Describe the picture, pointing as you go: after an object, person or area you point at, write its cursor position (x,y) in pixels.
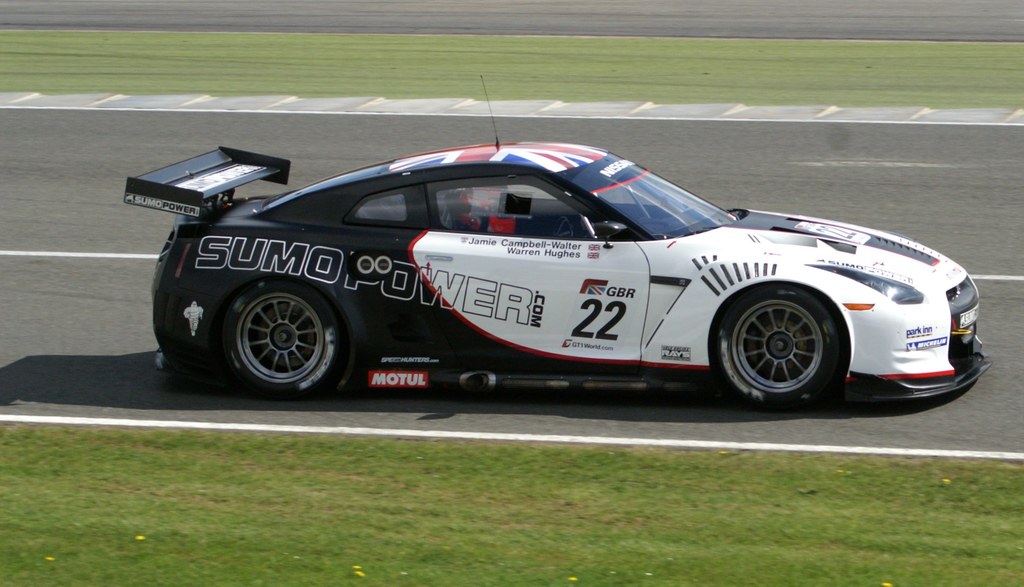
In this image, we can see a car (598,260) on the road (188,391). There is a grass (727,481) on the ground (327,554).
